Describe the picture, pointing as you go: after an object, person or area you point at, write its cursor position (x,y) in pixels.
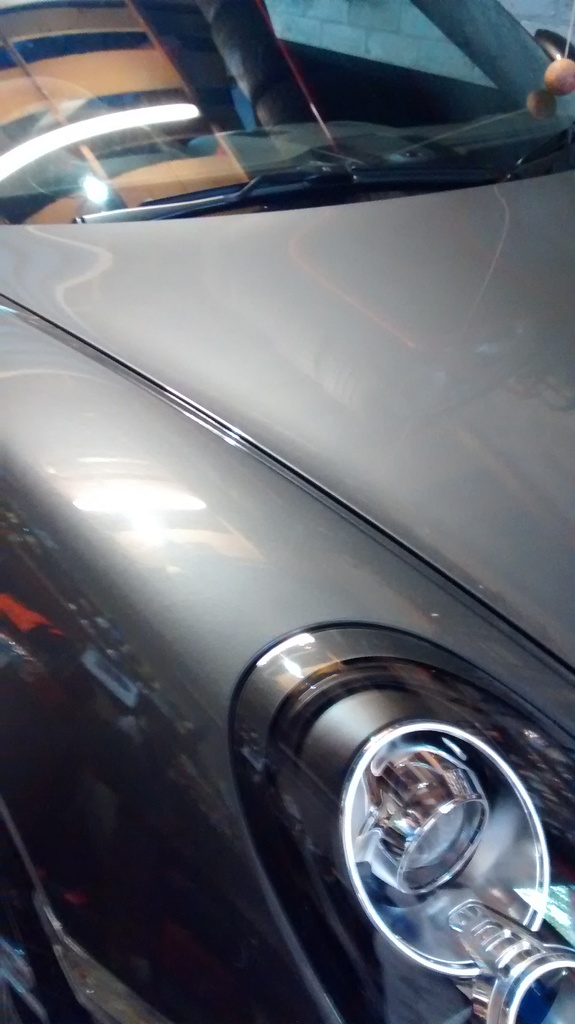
In this image we can see a vehicle (445,525) with headlights (417,912). In the top right corner of the image (571,70) we can see a ball (556,74) tied with rope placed on the windshield (429,128). At the top of the image (542,13) we can see a wall (542,13).
